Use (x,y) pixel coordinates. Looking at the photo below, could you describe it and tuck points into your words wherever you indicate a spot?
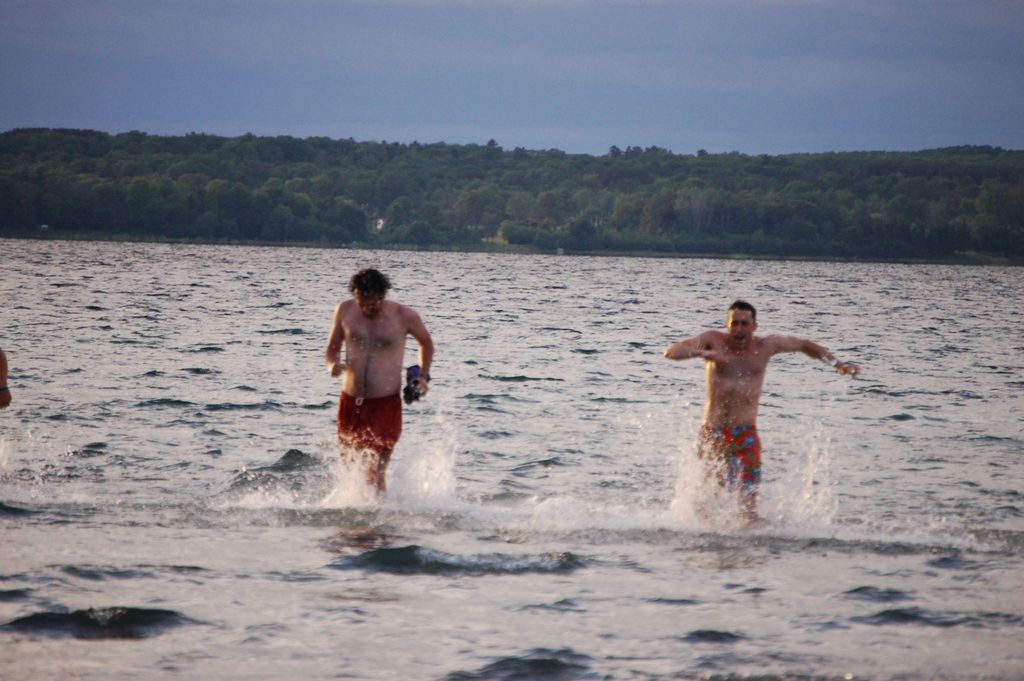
In this picture I can see two persons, there is water (332,272), there are trees (418,147), and in the background (490,50) there is the sky (461,88).
